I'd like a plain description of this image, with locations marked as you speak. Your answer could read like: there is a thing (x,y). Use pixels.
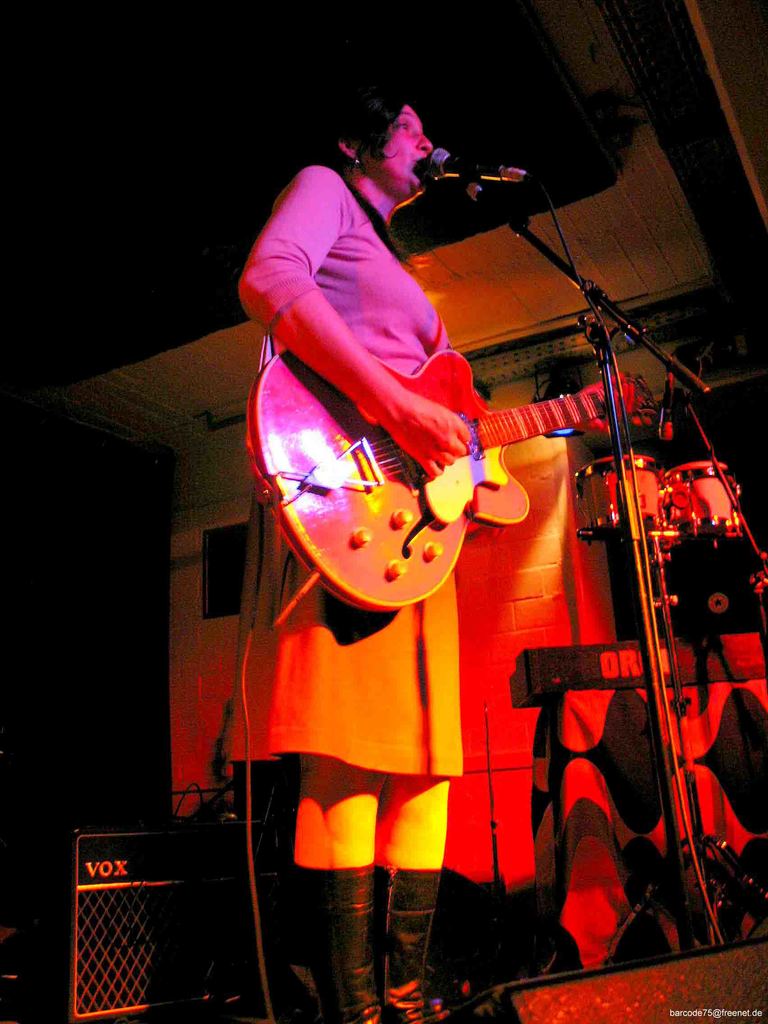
In the middle of the image (366,671) there is a woman (399,721) standing facing towards the right side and playing a guitar (363,539). In front of her there is a mike stand (675,827). On the right side (682,589) there are few musical instruments (691,495) placed on the ground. On the left side (127,884) there is a speaker (127,884). In the background (190,535) there is a wall (203,611). The background (124,223) is in black color.
